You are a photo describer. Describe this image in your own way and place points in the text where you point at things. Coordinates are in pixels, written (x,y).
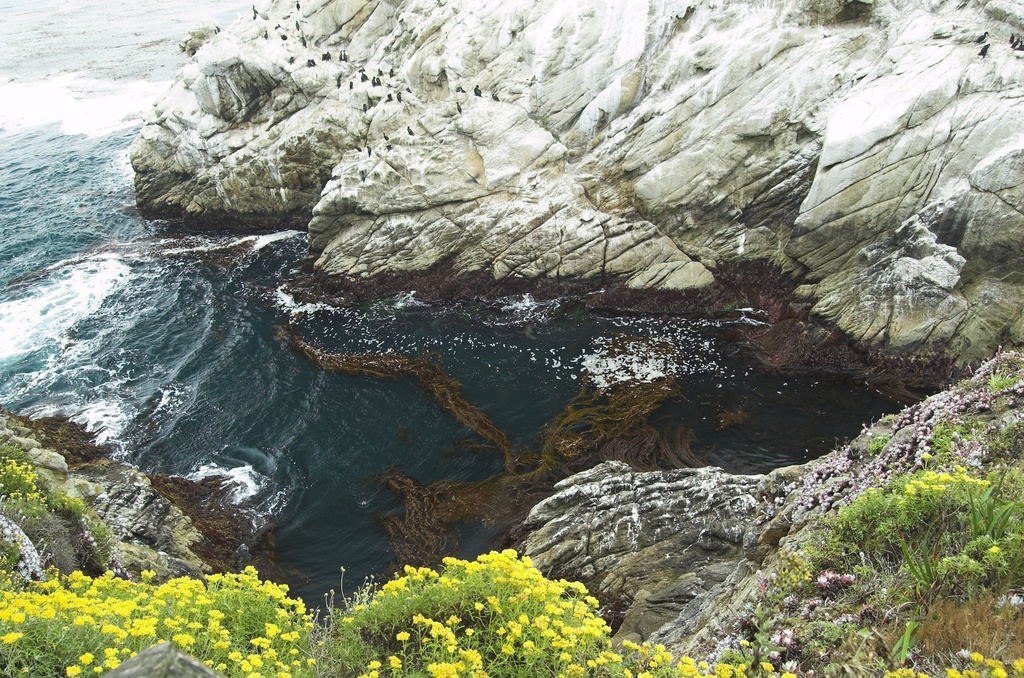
In this image I can see few plants (485,615) and few flowers (438,627) which are yellow in color on the rocky surface (644,567). In the background (429,344) I can see the water (192,320), a huge rock mountain (226,164) and few black colored objects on the mountain (957,63).
